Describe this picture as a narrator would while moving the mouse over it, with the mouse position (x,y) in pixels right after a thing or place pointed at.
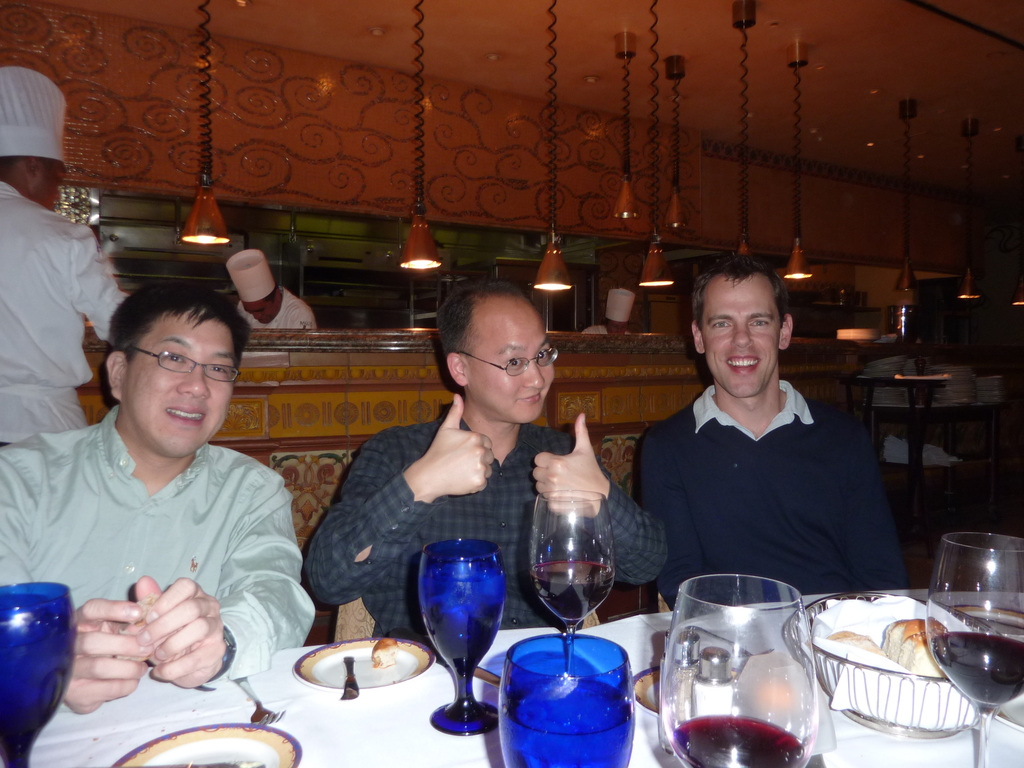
This 3 persons (829,473) are highlighted in this picture. This 3 persons (229,574) are sitting on a chair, in-front of this 3 persons (292,633) there is a table (365,695), on a table (370,761) there is a plate (358,684), fork (284,713) and glasses (479,609). Far this 2 persons (40,323) are standing. This 2 persons (274,322) wore a hat (269,276). Far on a tray (866,379) there are number of plates (965,401).
